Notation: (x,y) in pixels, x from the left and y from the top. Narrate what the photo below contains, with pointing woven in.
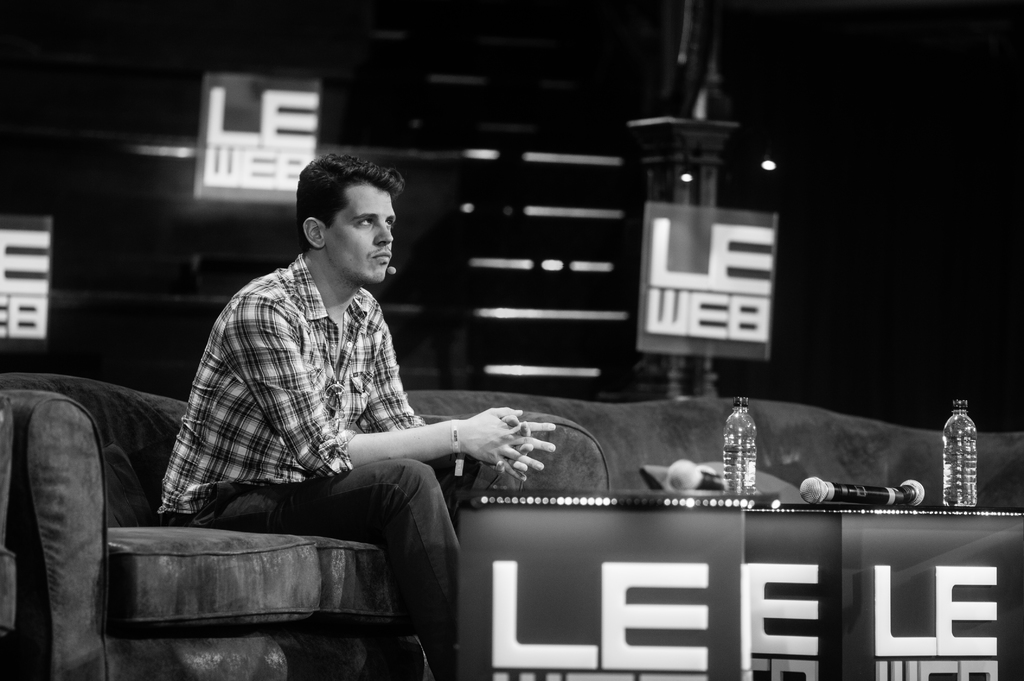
This is a black and white image. On the left side (256,334) there is a man (264,376) sitting on a couch (267,588) and looking at the right side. In front of this man (286,374) there is a table (716,554) on which two bottles (753,460) and mike's (841,494) are placed. In the background (534,195) there are few boards (668,293) and also I can see few objects (583,160) in the dark.
